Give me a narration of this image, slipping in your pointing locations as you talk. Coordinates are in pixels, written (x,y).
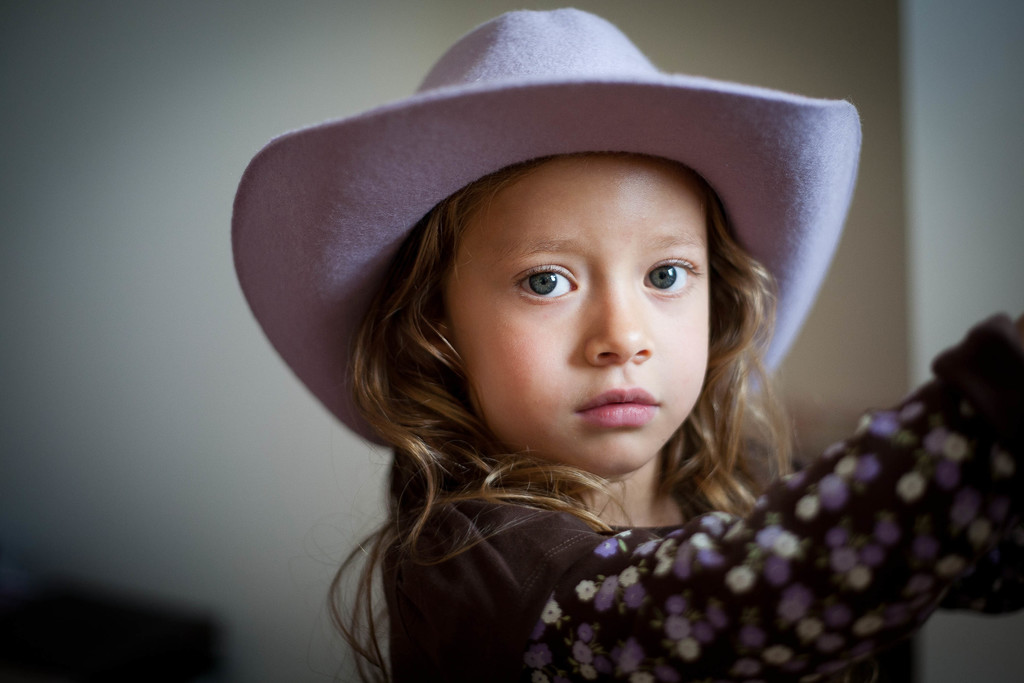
In this image in the foreground (656,328) there is one girl (637,310) who is wearing a hat (656,140), and the background (230,366) is blurred.
